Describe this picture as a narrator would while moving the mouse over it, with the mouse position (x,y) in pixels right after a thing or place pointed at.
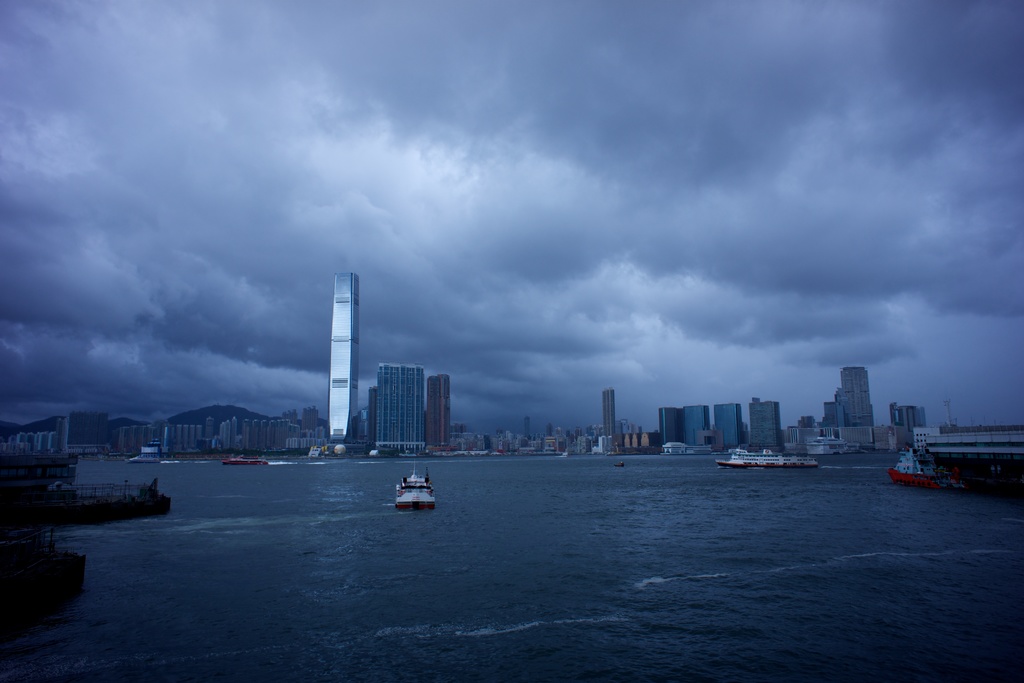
In this picture I can see the skyscrapers (413,408), buildings (969,445) and mountains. In the center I can see many boats (134,460) on the water (602,533). At the top (536,138) I can see the sky (678,117) and clouds (641,112). On the right (952,433) I can see the fencing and light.
